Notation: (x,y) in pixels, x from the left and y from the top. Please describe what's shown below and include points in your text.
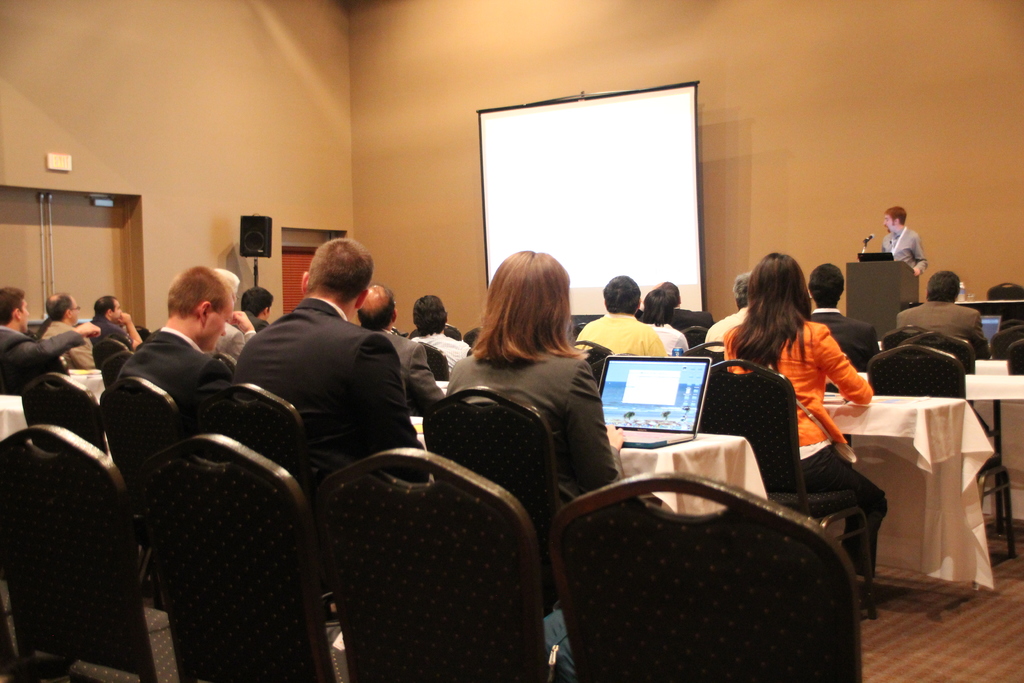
In the picture we can see a people (515,302) sitting on the chairs (11,484) near the table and we can also see some laptops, on the stage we can see one man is standing on a stage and explaining something to the people (552,302). And we can also see the screen (590,303), wall (894,145), door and sound set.
